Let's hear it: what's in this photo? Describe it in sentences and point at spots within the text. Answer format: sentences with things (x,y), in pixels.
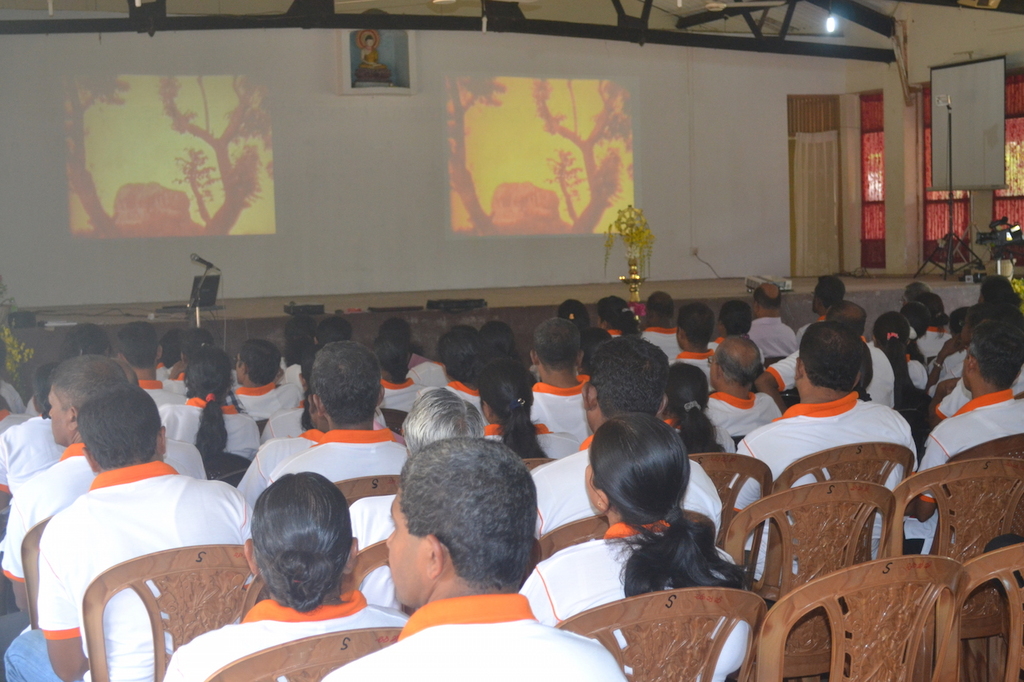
In the foreground of the picture (543,418) there are people (428,427) and chairs (1014,457). In the center of the picture (626,275) there is stage (812,287) and there are mic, stand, light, projector screen (969,175), and other objects (399,306). In the background (837,155) there are curtains (883,150), wall (479,133), frame (378,76) and other objects (524,122). At the top (378,21) there is an iron frame (116,19).
